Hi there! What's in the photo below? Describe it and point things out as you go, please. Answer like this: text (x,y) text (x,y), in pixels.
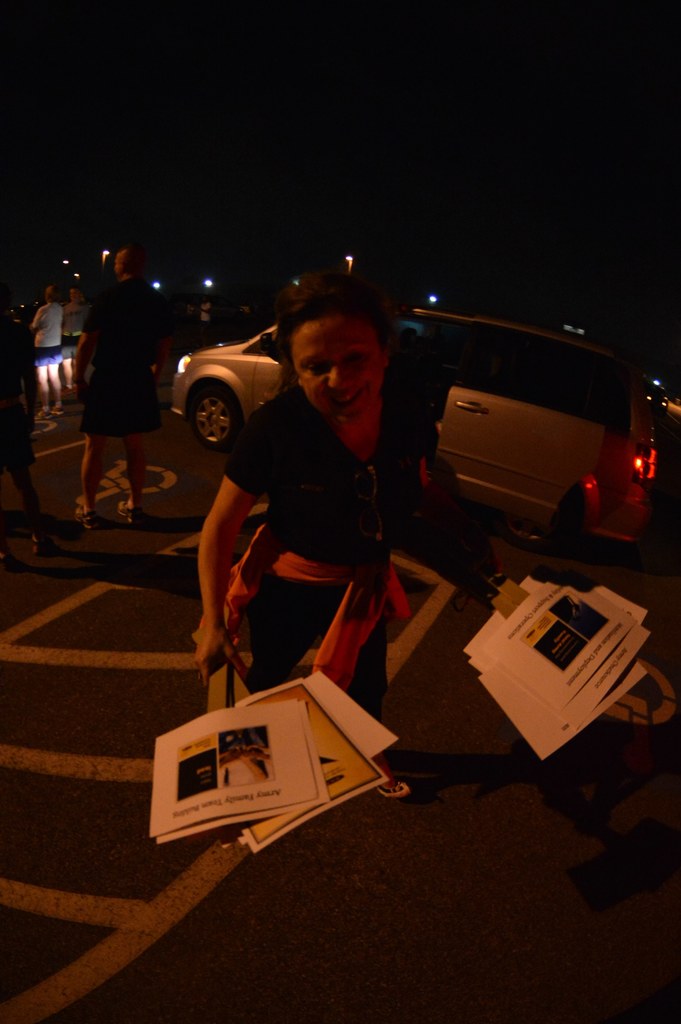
There is a woman (478,586) holding posters (586,614) in her hand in the foreground area of the image (281,428), there are people (56,358), vehicle (224,364) and light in the background (70,308).
